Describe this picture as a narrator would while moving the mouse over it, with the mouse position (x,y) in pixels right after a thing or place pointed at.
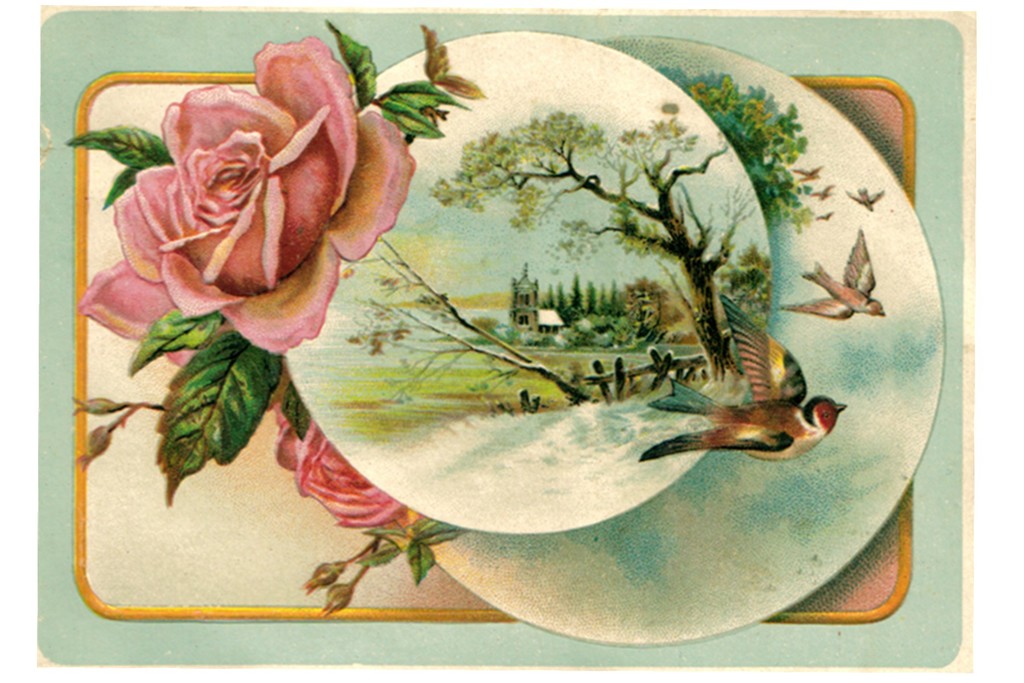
In this image I can see a painting (780,315). I can see few birds (848,290) flying. I can see a tree (686,170). I can see the building (519,311). I can see a flower (329,256).
